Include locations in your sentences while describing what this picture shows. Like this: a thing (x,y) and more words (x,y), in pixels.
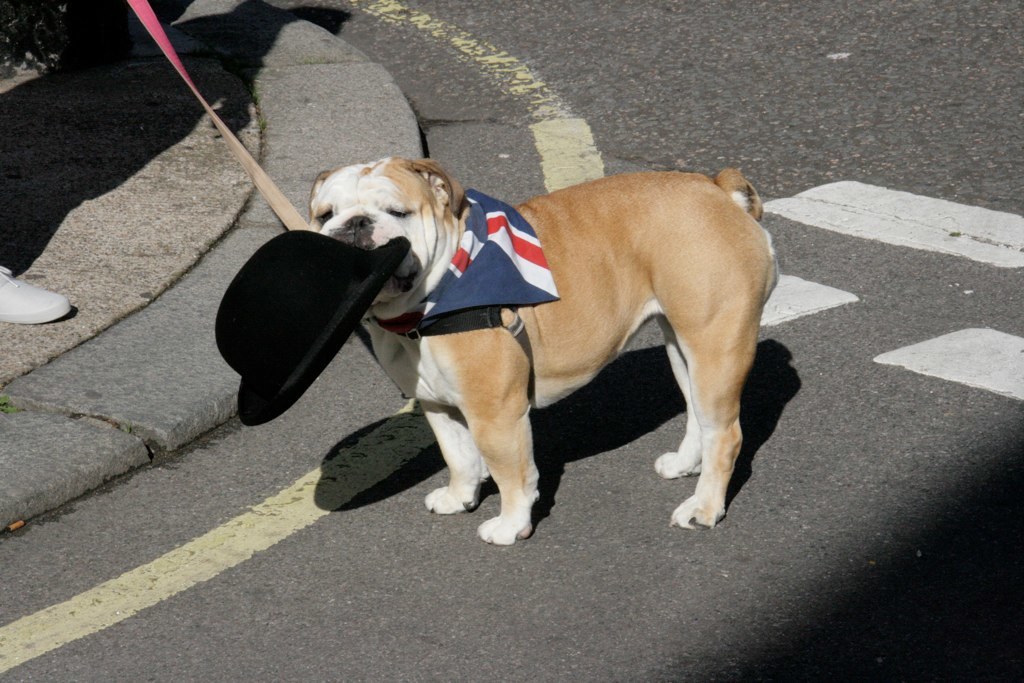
In this image there is a dog (332,218) standing on the road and there is a hat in the dog's mouth (345,238). On the left side of the image (42,307) we can see the shoe (12,295) of a person (24,300) and a belt (175,57) of the dog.
